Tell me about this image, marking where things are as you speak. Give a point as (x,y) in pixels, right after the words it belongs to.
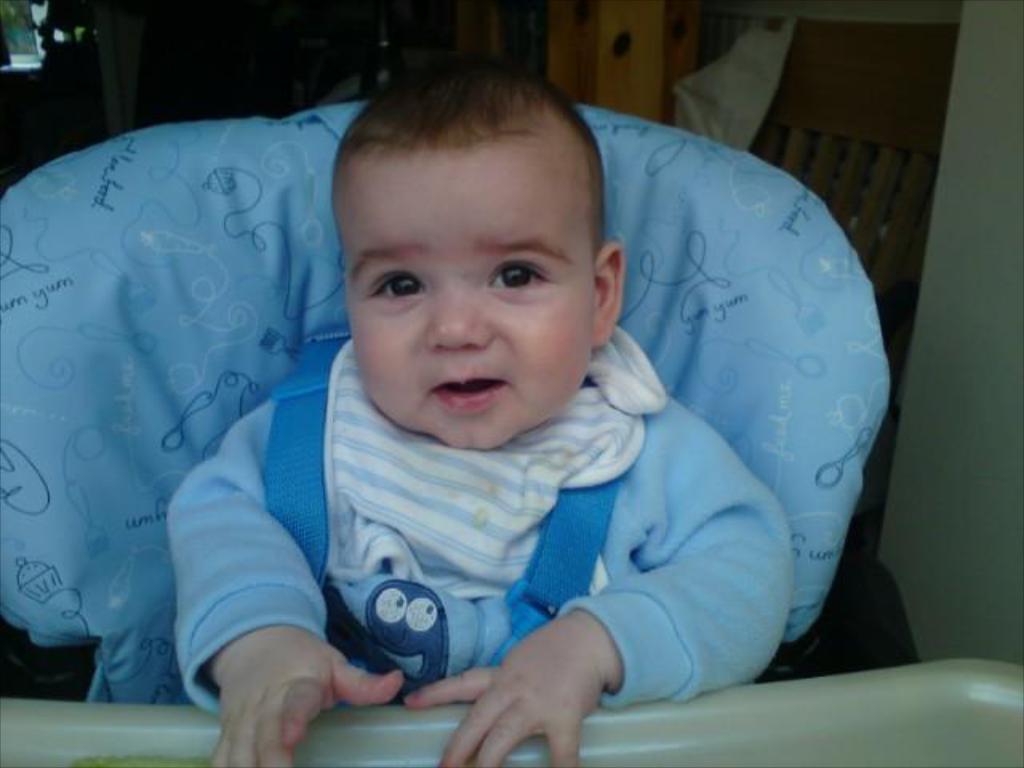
In the center of the image (560,404) a kid (585,461) is sitting on the high chair (339,320). In the background of the image (573,88) we can see a chair (929,127) and wall (965,258) are there.
